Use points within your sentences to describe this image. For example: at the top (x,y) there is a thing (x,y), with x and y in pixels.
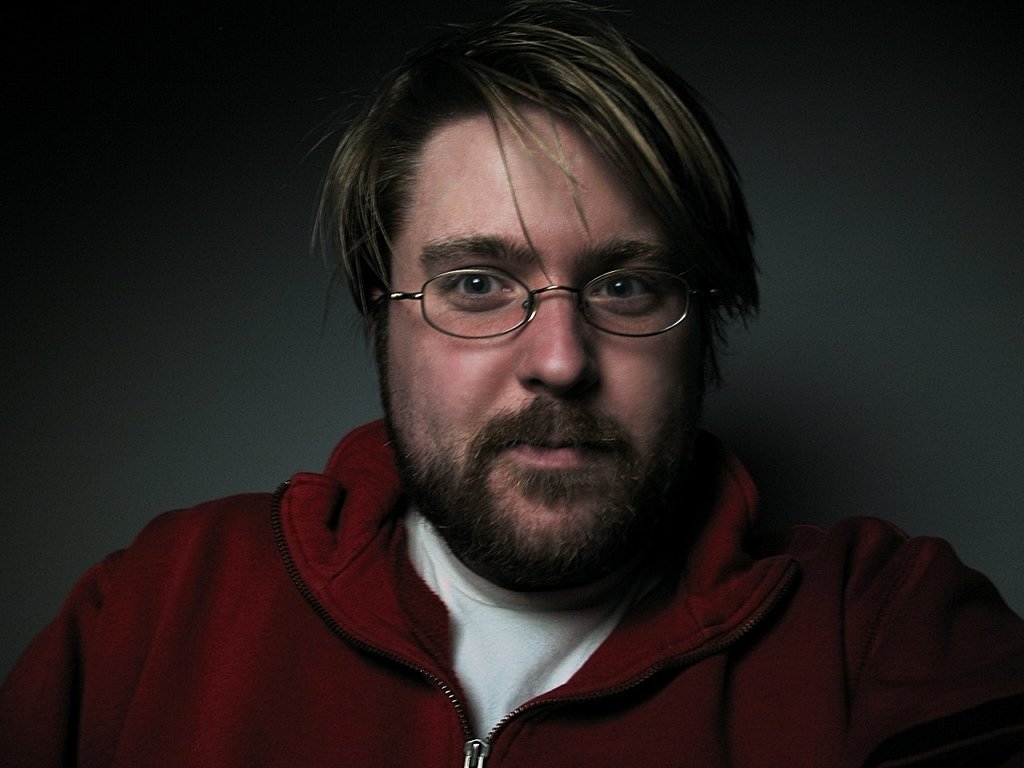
In this image we can see a man (620,578) wearing specs (501,312). In the background (846,344) there is a wall (819,309).
